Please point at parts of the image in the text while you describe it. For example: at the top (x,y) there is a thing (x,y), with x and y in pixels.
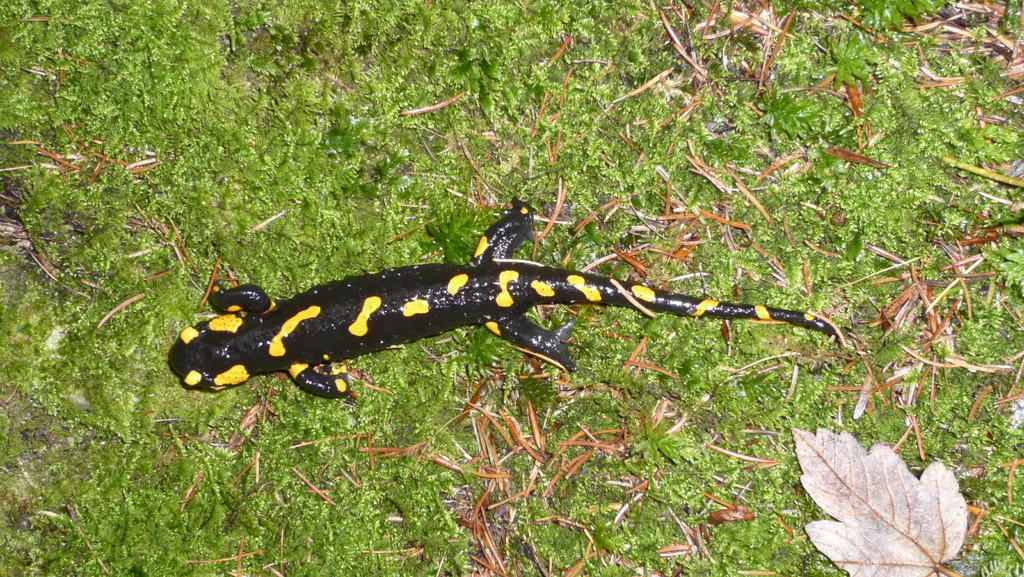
In this image there is a salamander (537,279) on the grassland (679,275) having few dried leaves (961,302) and plants (871,177).
